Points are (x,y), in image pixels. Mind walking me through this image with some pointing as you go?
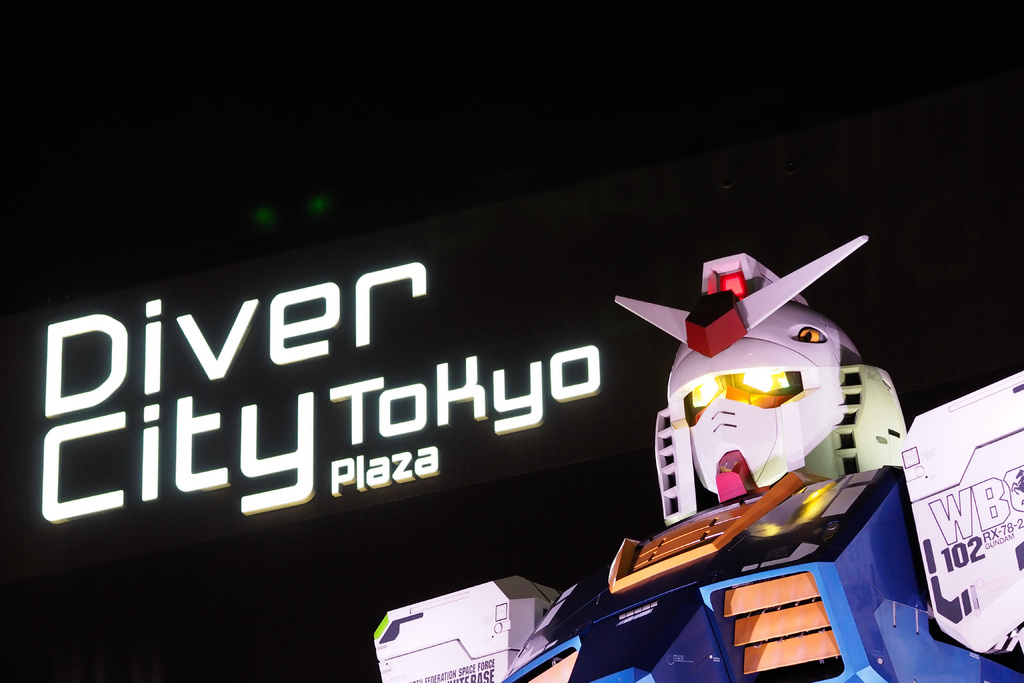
There is a robot (883,386) and text (348,312) in the foreground area (625,305) and the background (282,195) is dark.
